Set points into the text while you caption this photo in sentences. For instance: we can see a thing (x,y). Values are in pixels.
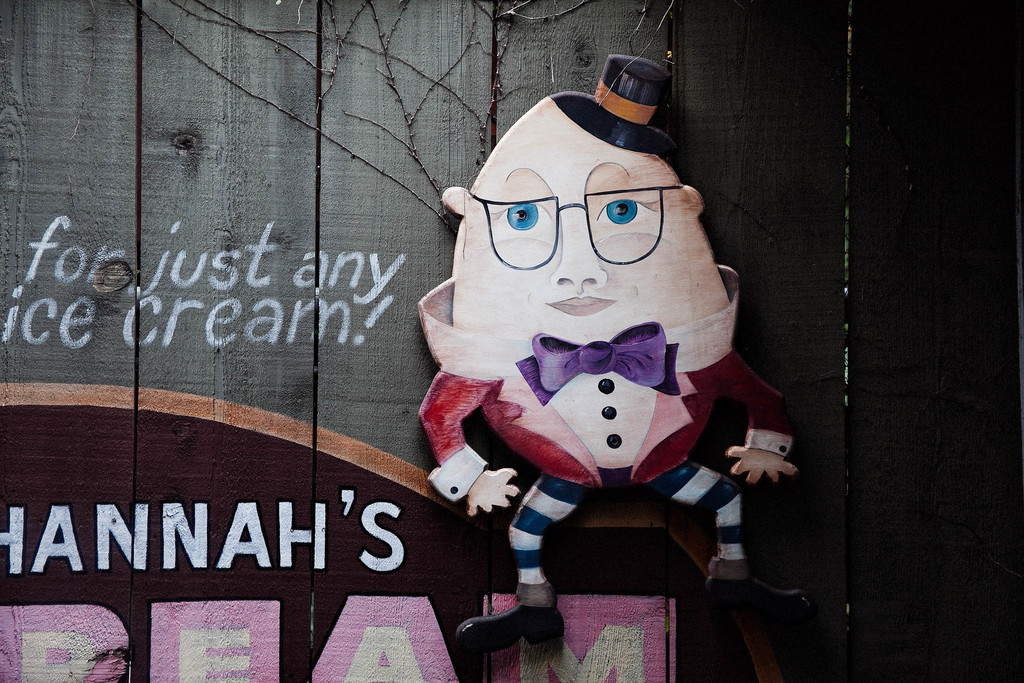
In this image there is a painting (451,372) with some text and depiction of a cartoon character (541,337) on the wooden wall (435,230).
